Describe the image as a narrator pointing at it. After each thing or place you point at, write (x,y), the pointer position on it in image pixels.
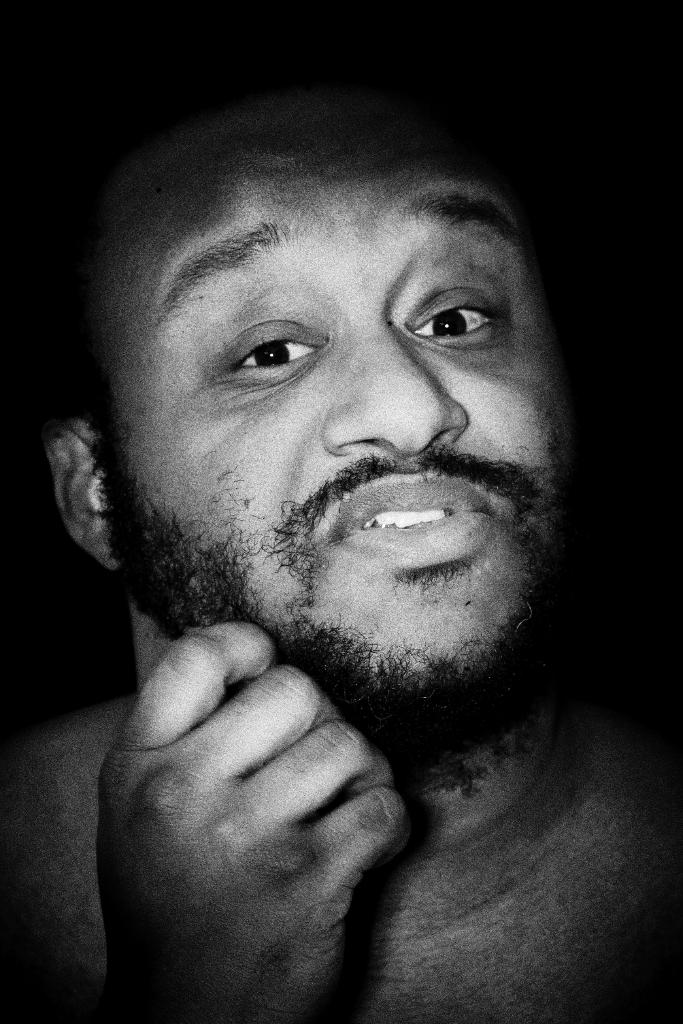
Here in this picture we can see a man (326,260) present over a place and we can see facial expression (371,303) of him.
